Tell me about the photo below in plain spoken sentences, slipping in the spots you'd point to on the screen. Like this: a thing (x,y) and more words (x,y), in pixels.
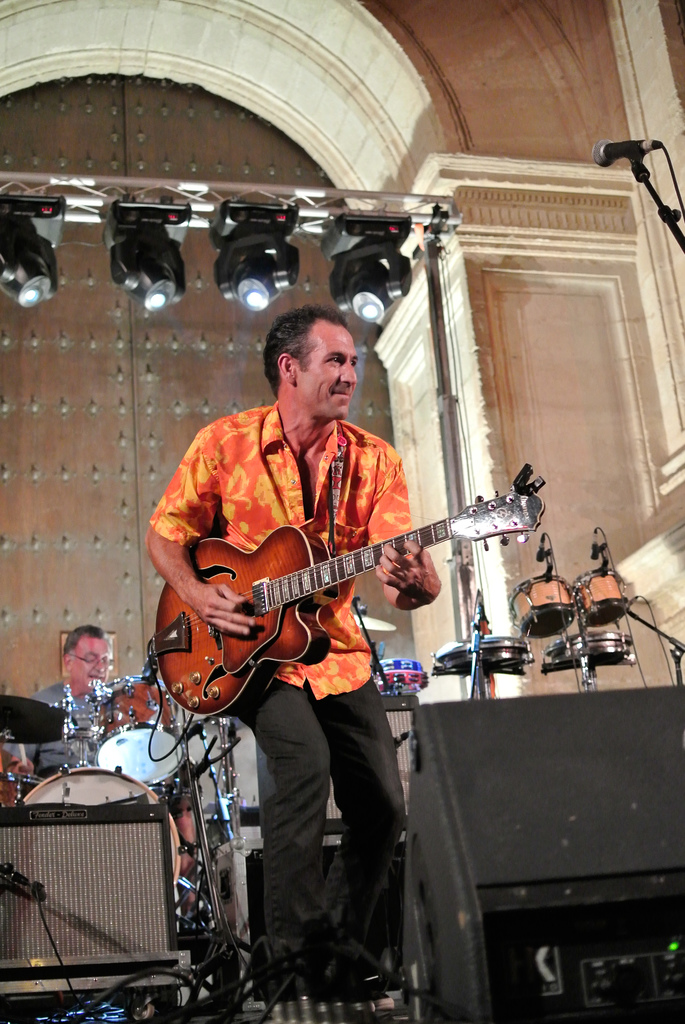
He is a man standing in the center (416,584). He is holding a guitar (424,535) in his hand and he is smiling. There is a person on the left side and he is playing a snare drum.
